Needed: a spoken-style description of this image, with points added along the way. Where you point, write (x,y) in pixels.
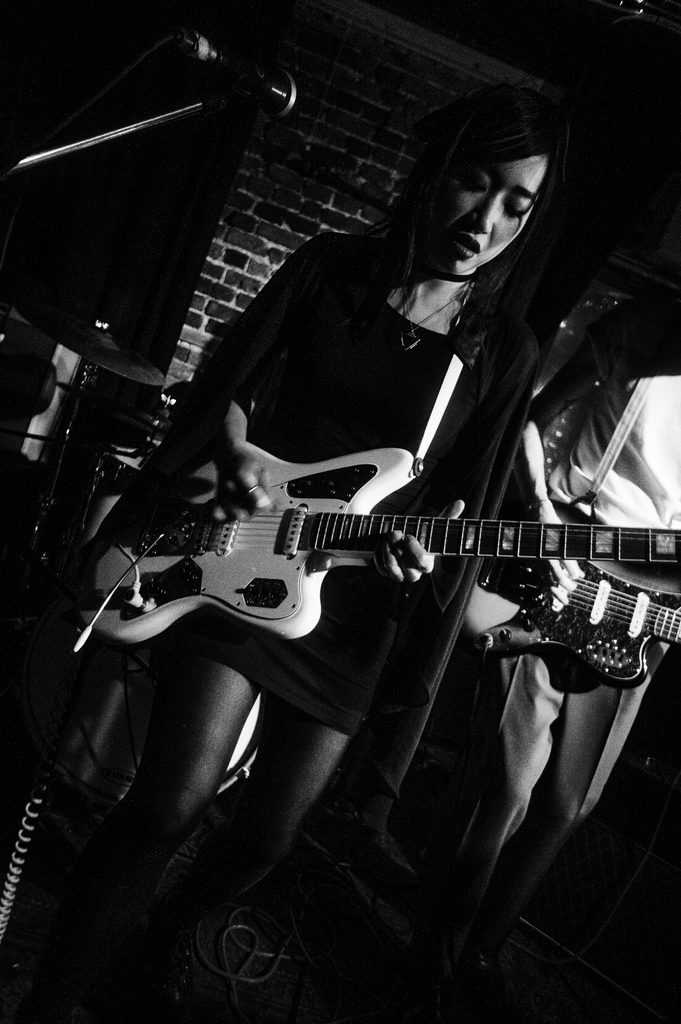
In the image we can see a woman (304,390) standing, wearing clothes (372,424), neck chain (414,344) and she is holding a guitar (213,539) in her hand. Beside her there is a person (633,440) standing wearing clothes (557,407). This is a microphone (193,33), cable wire (237,949) and a brick wall (322,161).
